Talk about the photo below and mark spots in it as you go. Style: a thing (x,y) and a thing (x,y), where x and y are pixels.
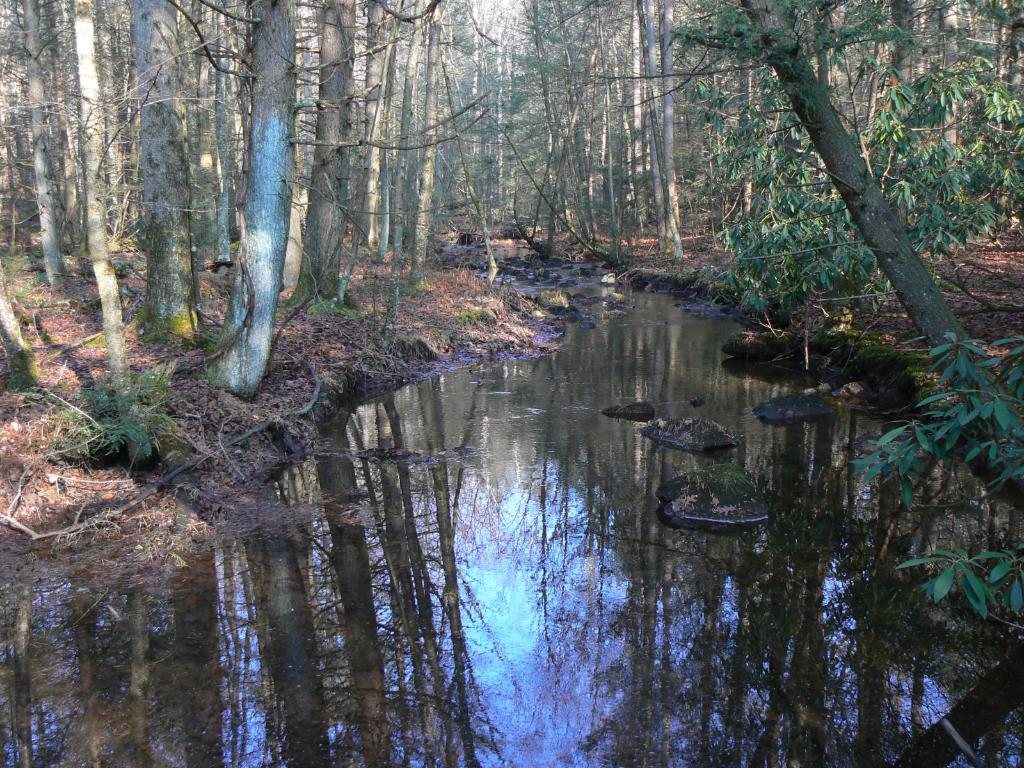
In this image we can see water (532,392) and trees (644,33). On the water (682,587) we can see the reflection (629,599) of trees (372,735) and sky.
